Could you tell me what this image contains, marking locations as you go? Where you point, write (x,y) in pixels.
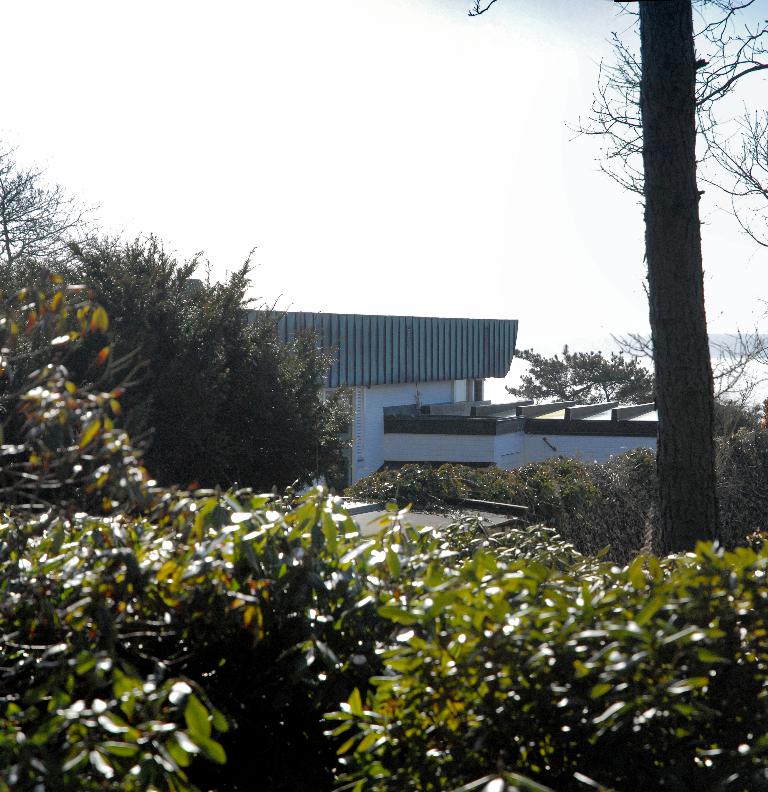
In this picture we can see there are trees (318,430) and a building (359,410). At the top of the image (315,70), there is the sky (359,113).
